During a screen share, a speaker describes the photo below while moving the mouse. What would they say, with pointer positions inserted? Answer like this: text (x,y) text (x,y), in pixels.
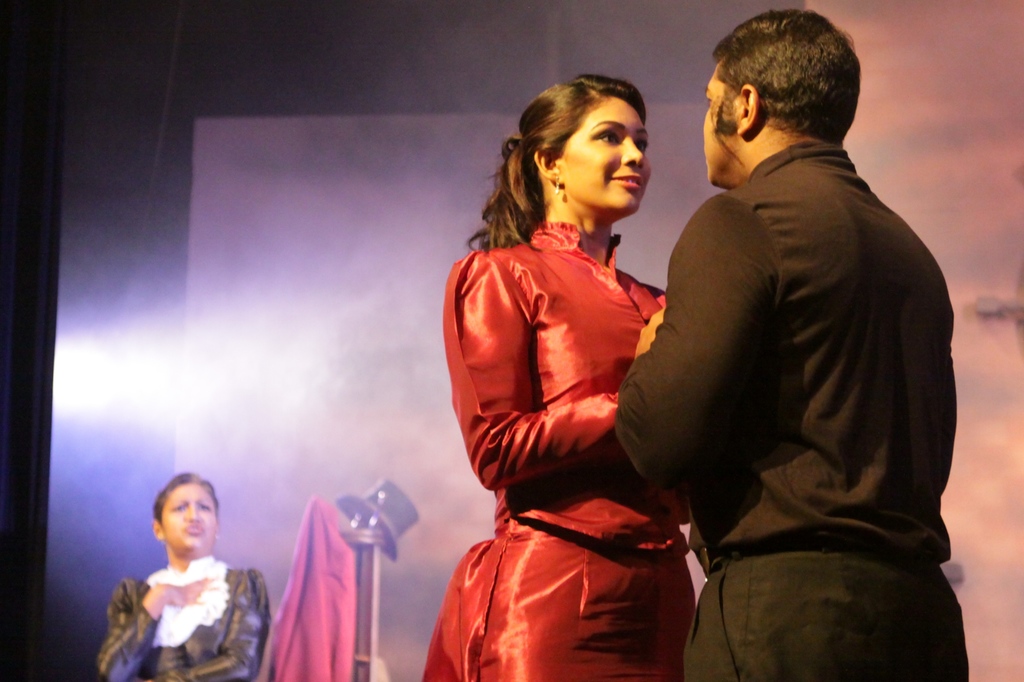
In this image we can see there are two people (613,319) dancing and there is a person (188,605) standing at the back (184,639). And there is a stand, to that there is a cap (385,513) and cloth (314,578). At the back (322,199) it looks like a screen (290,209).
